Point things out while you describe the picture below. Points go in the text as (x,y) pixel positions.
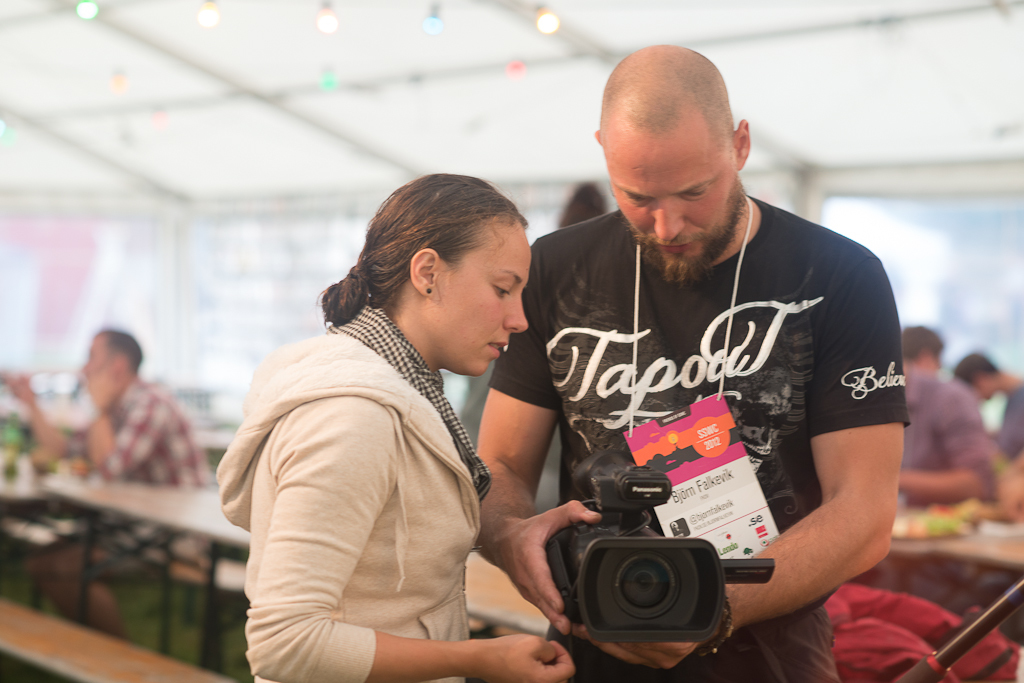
In this image, we can see few peoples (659,362). In the center of the image (602,353), the man (593,403) is holding a camera (633,582). Beside him, we can see a woman (369,577) is standing. On the left side of the image (106,436), we can see man (143,433) is sat on the table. On the right side of the image (921,464), we can see few peoples (965,427). We can see lights (546,22) on the roof (79,16).
